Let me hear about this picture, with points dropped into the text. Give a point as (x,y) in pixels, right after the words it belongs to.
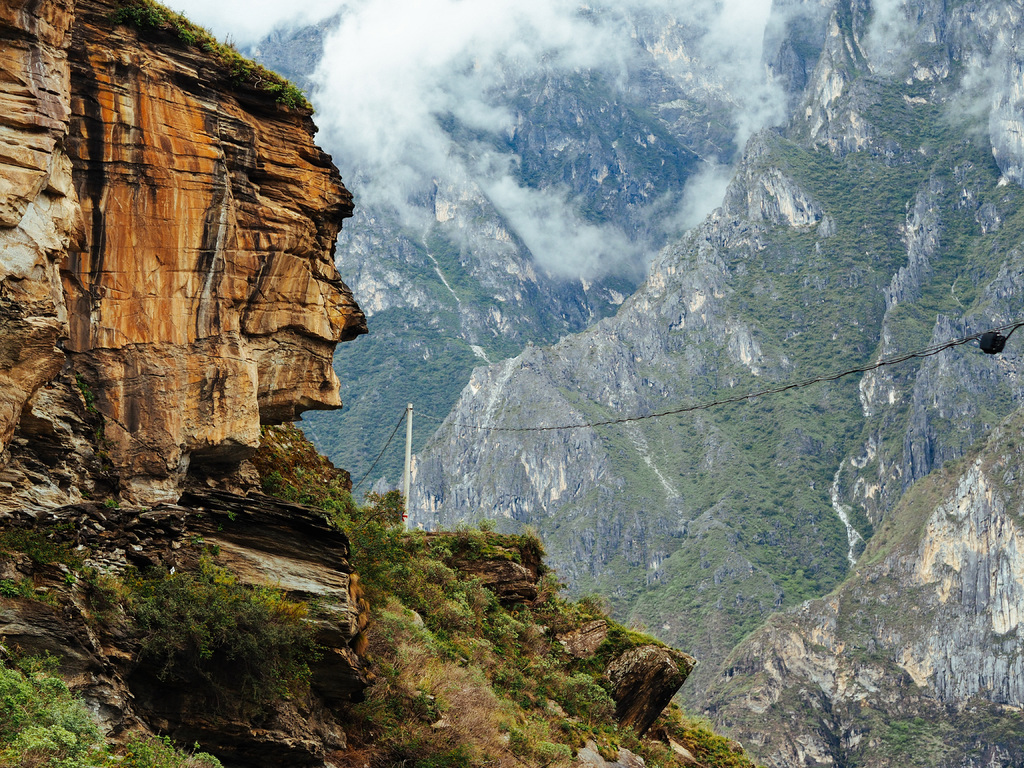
In this picture we can see trees (450,655) and an electric pole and in the background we can see mountains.
